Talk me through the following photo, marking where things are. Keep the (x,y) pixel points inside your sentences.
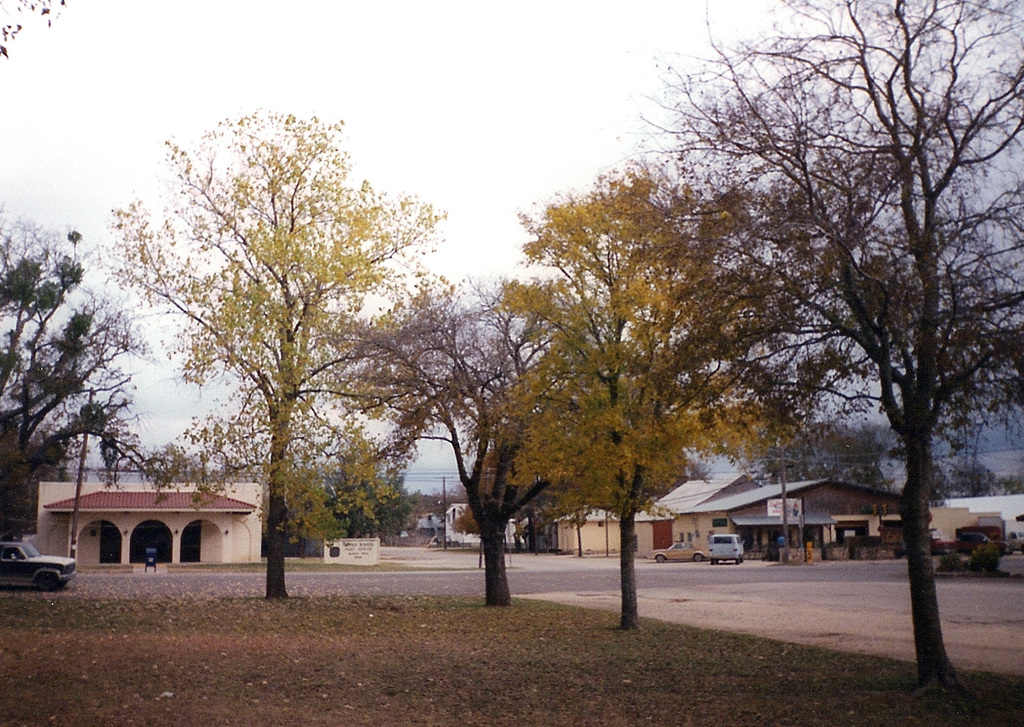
In the foreground of this image (515,629), there is a grassland (499,636) and the trees (504,395). In the background (16,570), there are vehicles (718,558), buildings (671,540), poles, cables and the sky (350,84).
